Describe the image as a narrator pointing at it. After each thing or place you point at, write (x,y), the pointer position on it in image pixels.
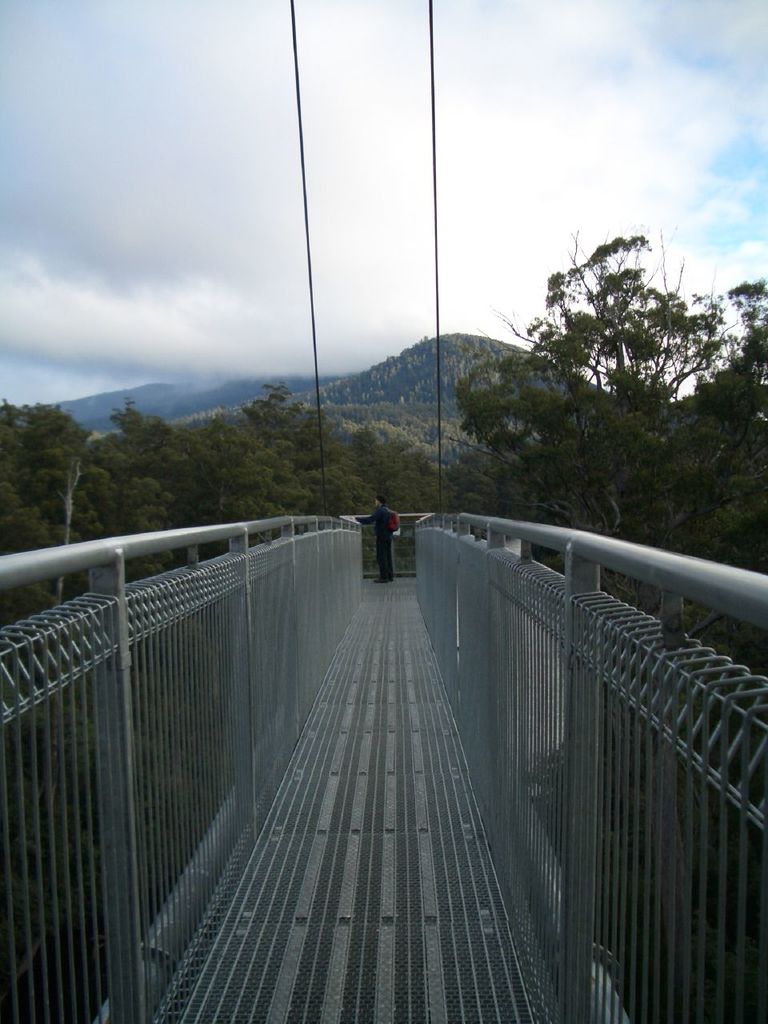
Here we can see a bridge (315,760). In the background (363,517) there is a person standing and we can see ropes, trees (242,440), mountains (224,410) and clouds (79,368) in the sky (156,344).
